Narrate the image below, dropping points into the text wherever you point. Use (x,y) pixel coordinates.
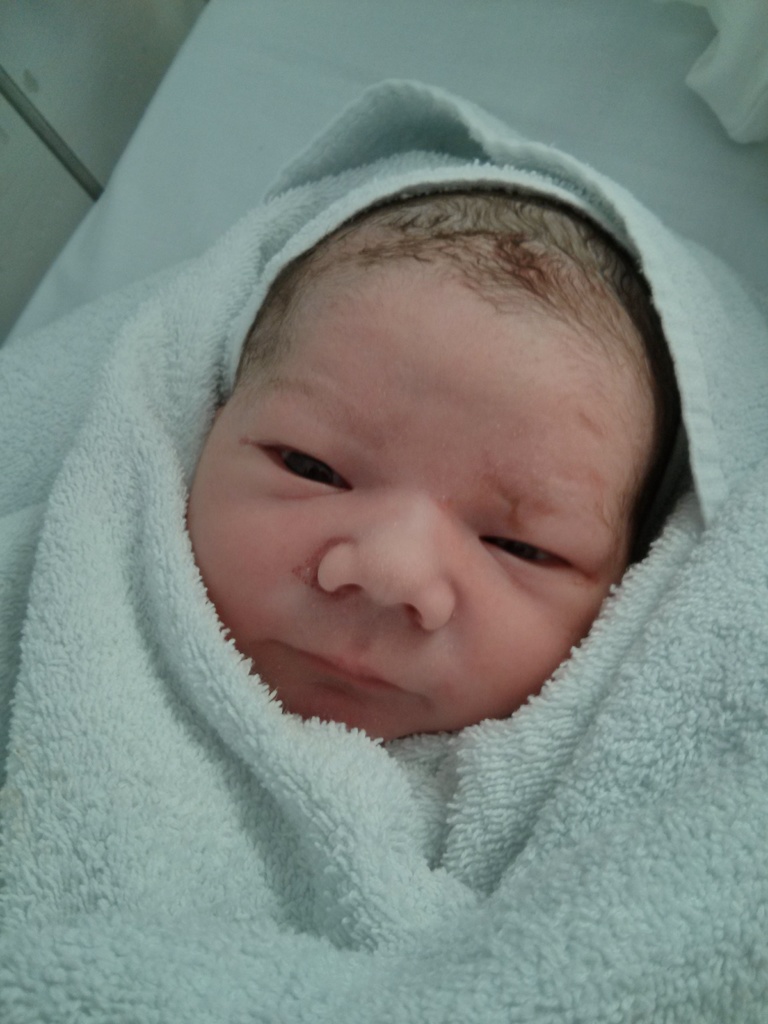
In the image there is a baby (526,466) wrapped in a towel (391,187).
